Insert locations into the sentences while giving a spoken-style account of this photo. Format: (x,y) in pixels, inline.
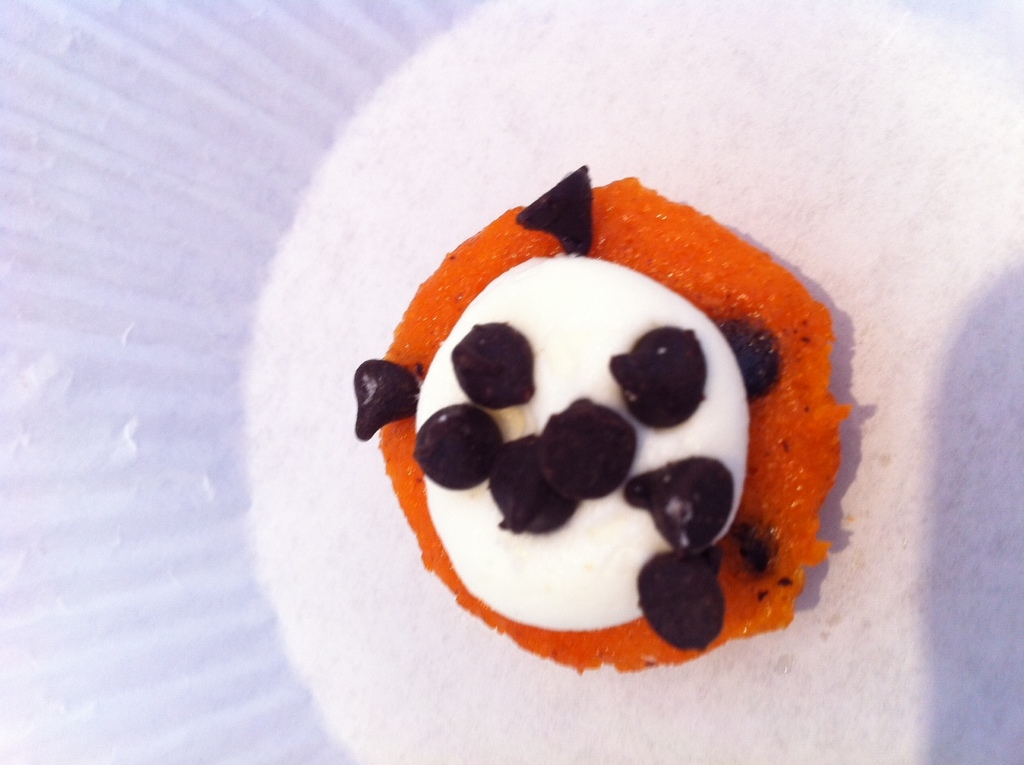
In this image, we can see a food item (667,311).
